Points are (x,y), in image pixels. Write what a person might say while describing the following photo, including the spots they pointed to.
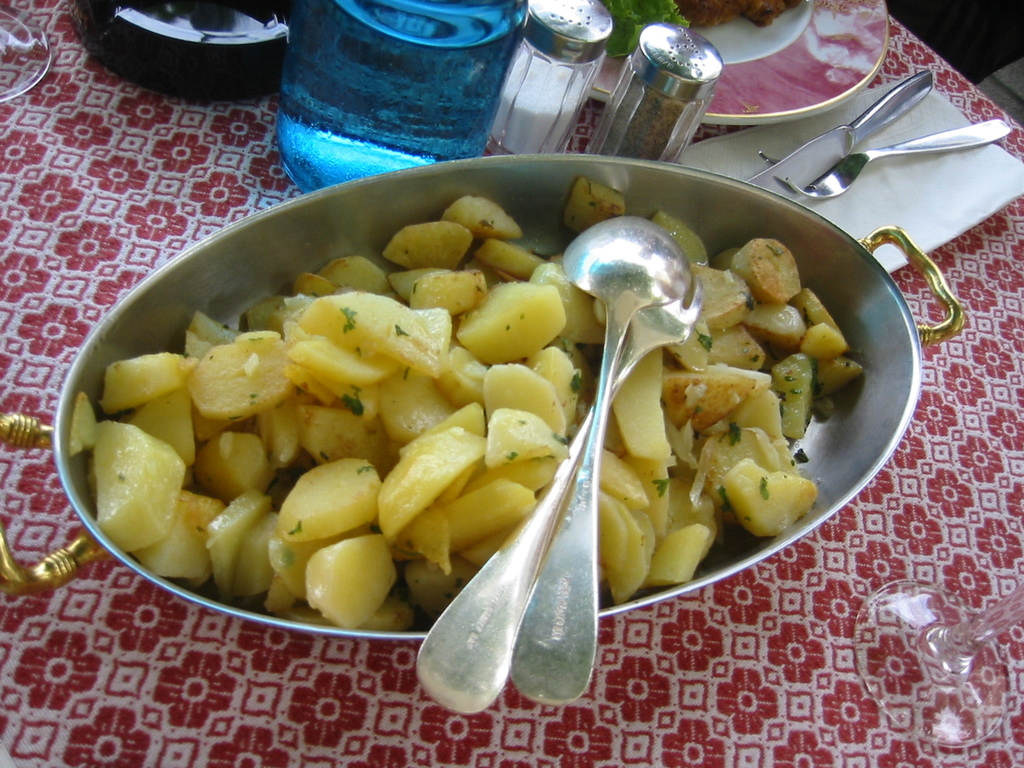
As we can see in the image there is a table (238,178). On table (90,105) there is bottle (374,51), plates (742,89), fork (854,154) and tissues (969,200). In bowl (857,437) there is dish (395,435).
